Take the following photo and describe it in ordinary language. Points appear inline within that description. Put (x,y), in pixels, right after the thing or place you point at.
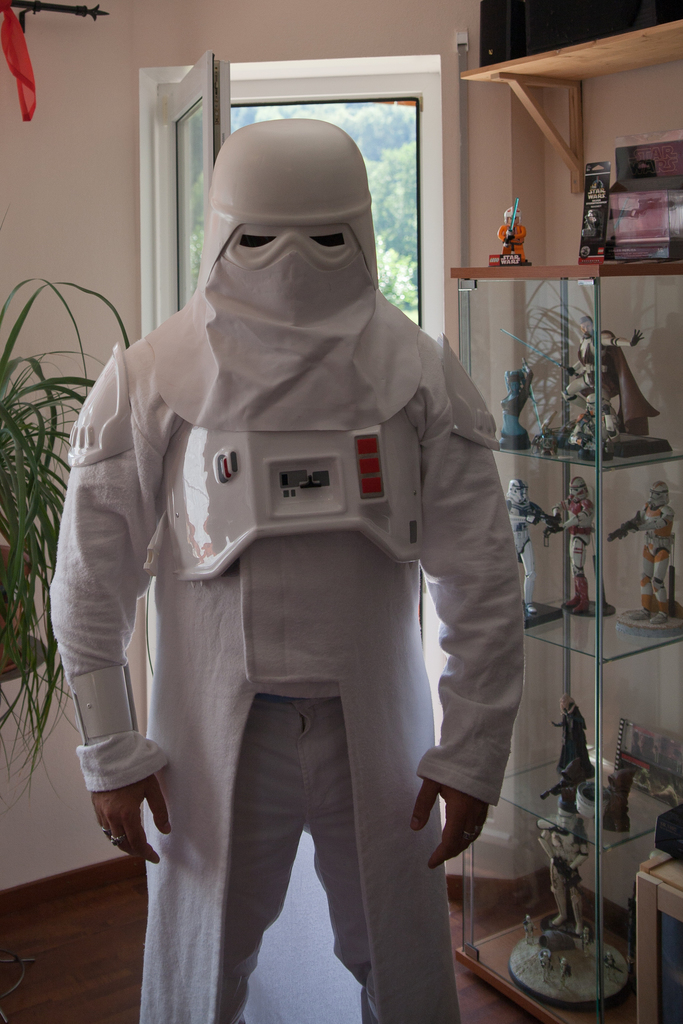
In this picture I can see a person (261,535) standing with a fancy dress (364,367), there are toys (586,780) in a glass display cabinet (679,424), there is a house plant (1,610), there are some objects (642,916), and in the background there is a door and there are trees (406,204).
